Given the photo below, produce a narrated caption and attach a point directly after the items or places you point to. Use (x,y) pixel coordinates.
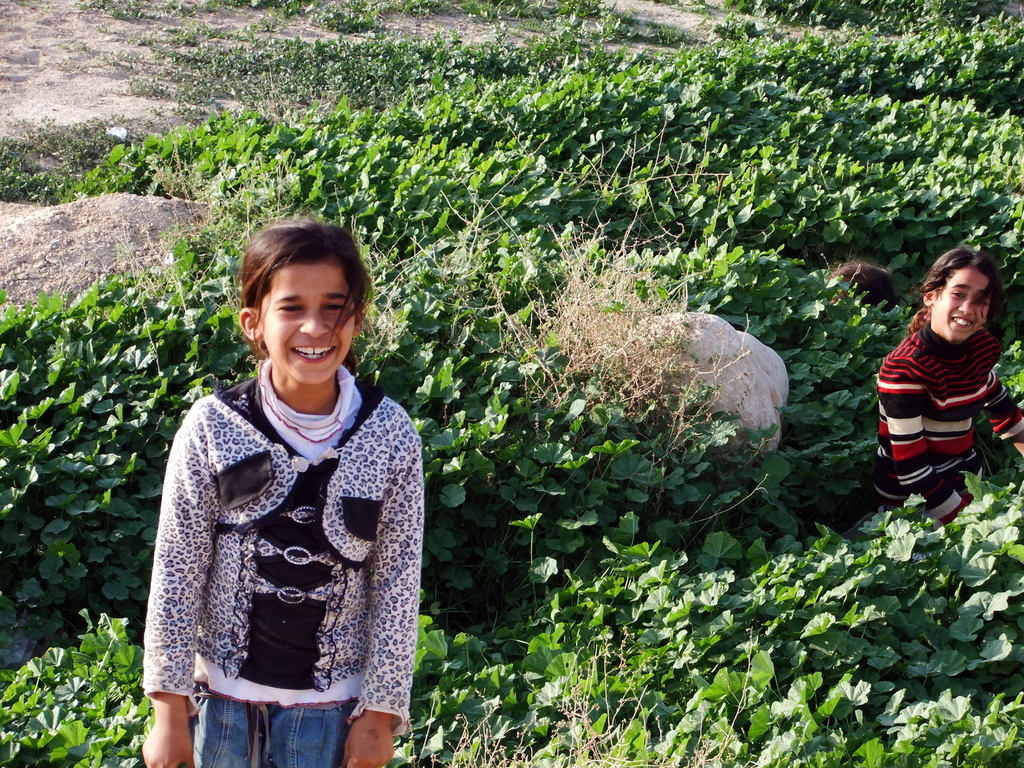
In this image we can see children (195,672) standing between the plants (541,564). In the background (718,200) there are rocks (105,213), plants (316,130) and ground (10,123).
